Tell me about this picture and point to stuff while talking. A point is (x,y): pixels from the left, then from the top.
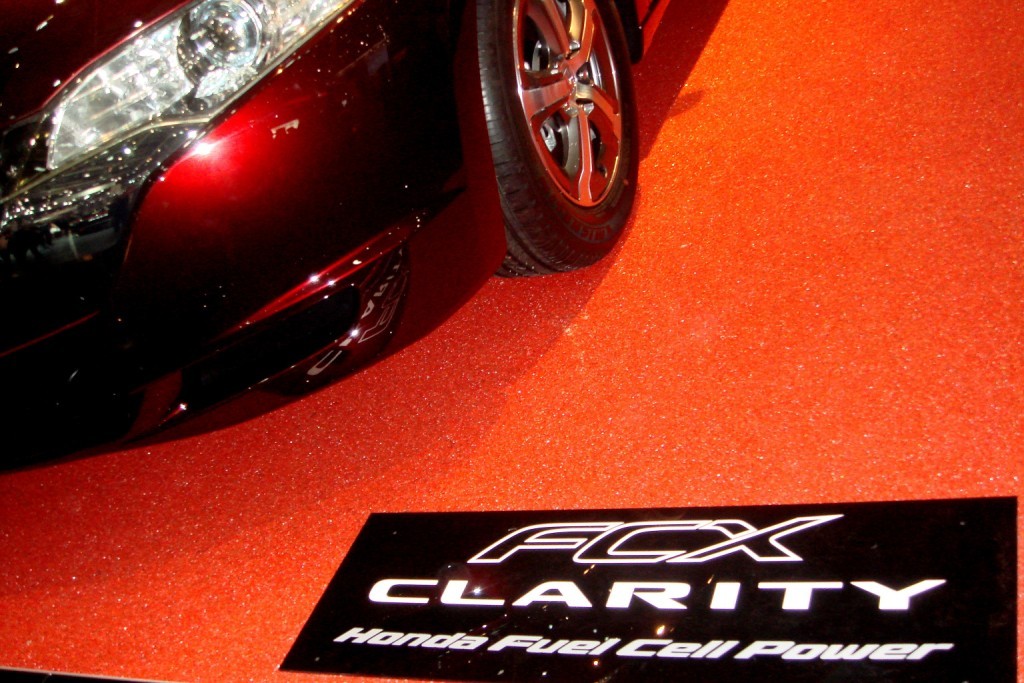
In this image, this looks like a car (369,291), which is maroon in color. I can see a wheel (527,268) and a headlight (189,88) attached to the car (221,248). I think this is a board (498,613), which is placed on the red carpet (806,335).
